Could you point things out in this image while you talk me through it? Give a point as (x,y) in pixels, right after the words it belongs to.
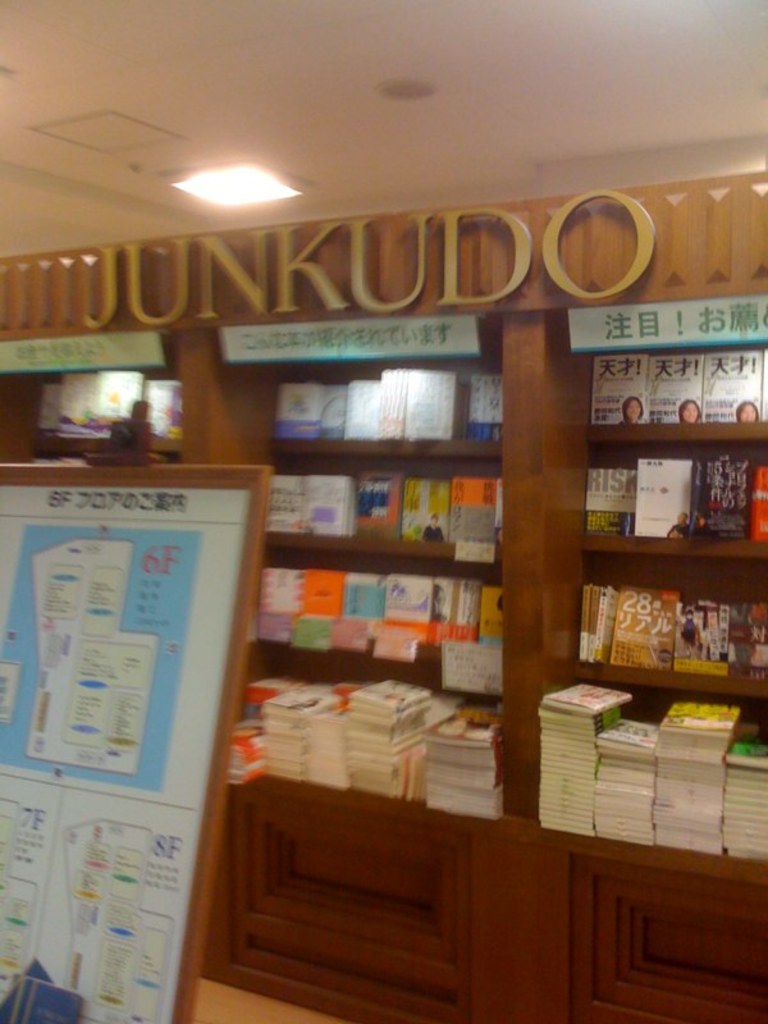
In this image in front (40,683) there is a board (152,476). Behind the board (46,671) there are books (416,754) on the wooden shelves (331,912). On top of the shelves (426,440) there is a name board (57,324). On top of the image (271,192) there is a light (277,178).
